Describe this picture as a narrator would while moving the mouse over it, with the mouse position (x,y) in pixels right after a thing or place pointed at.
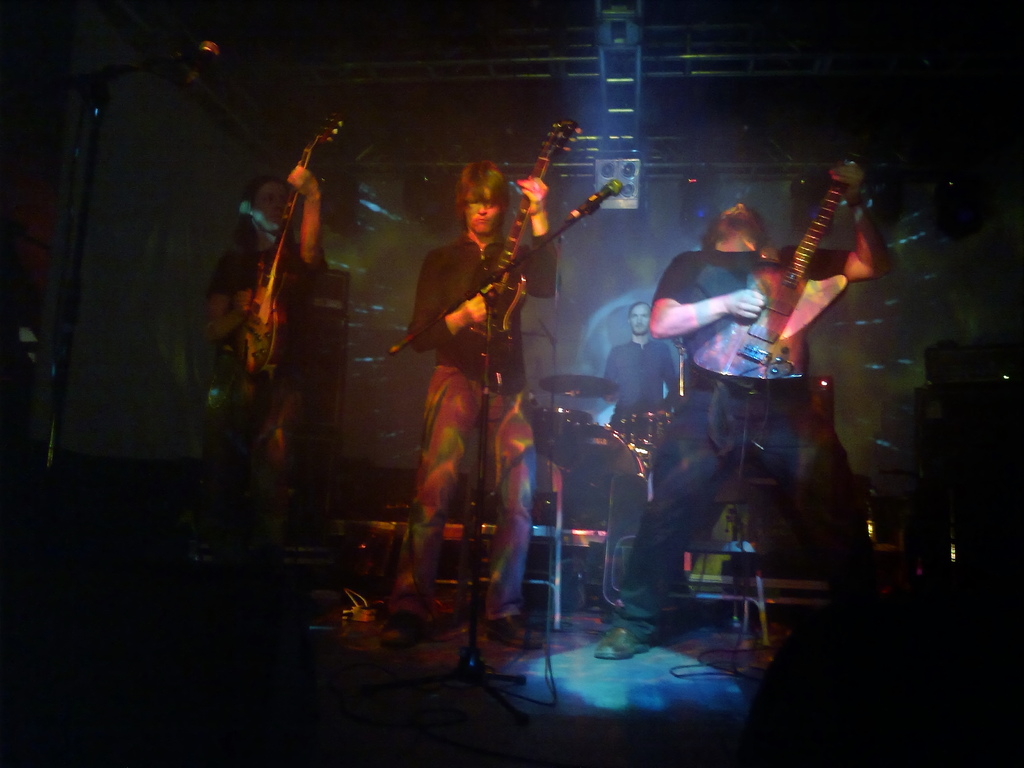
In the image we can see there are three people (652,334) who are standing by holding a guitar (786,306) in their hand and at the back (618,366) there is a man (623,399) who is playing a drum set (554,442).
